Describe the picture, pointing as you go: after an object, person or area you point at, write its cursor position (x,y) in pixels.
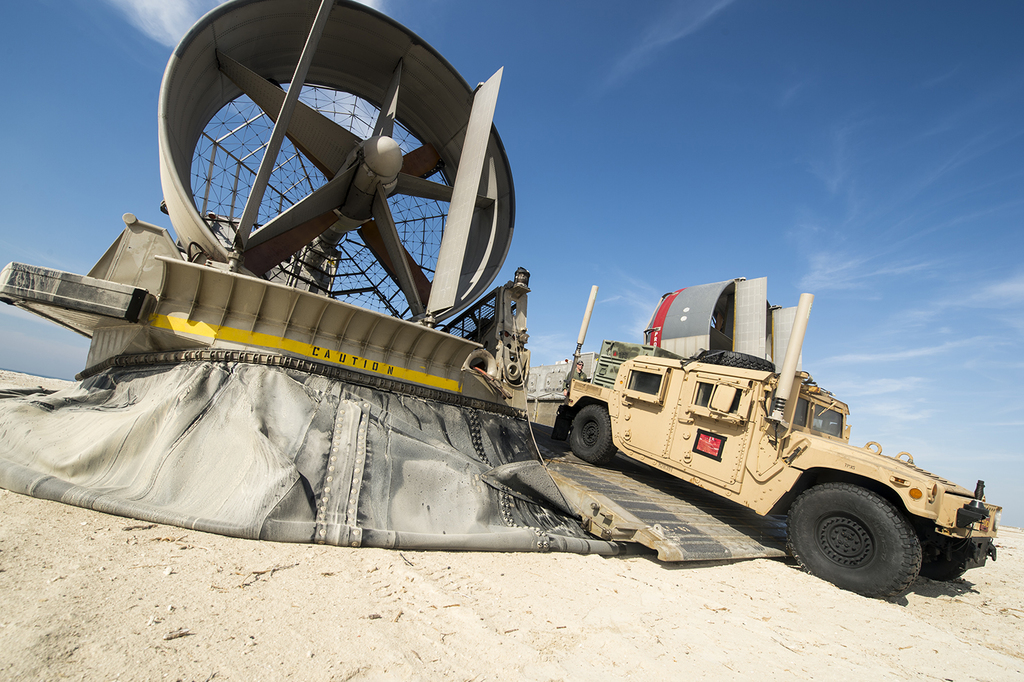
In this image we can see a hovercraft (462,403) and a truck (787,497) on the ground (703,594). On the backside (800,202) we can see the sky (815,184) which looks cloudy.
